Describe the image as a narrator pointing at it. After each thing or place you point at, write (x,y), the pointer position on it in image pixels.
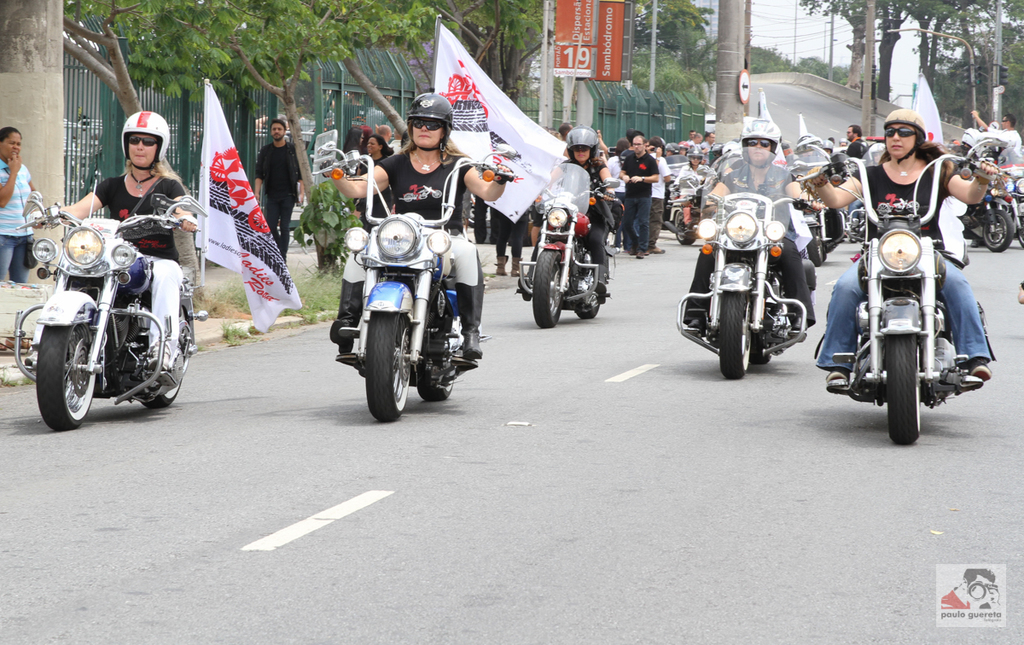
There are group women (585,138) riding bikes (705,188) and there are group of people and trees (270,77) behind them.
